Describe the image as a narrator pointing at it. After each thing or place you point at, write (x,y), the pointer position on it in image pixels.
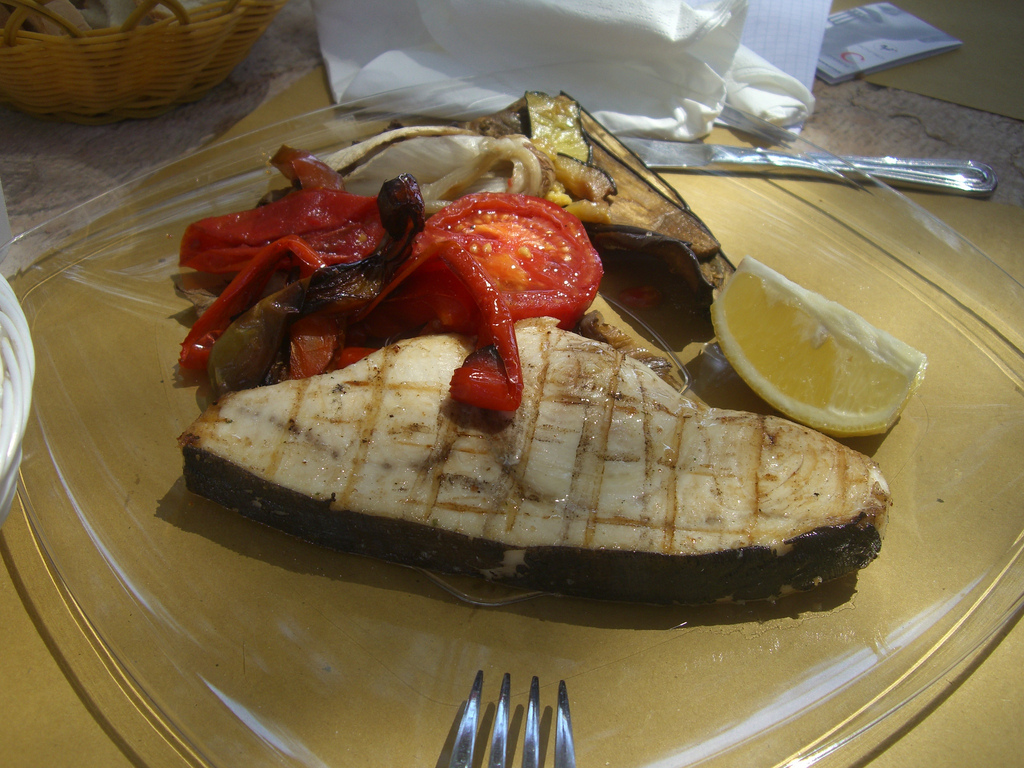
In this image there is a glass plate (623,638) on which there is some food stuff (446,265) and a lemon piece (741,355) beside it. At the top (148,54) there is a basket (136,51). Beside the basket (91,45) there is a tissue paper (629,35). At the bottom (502,727) there is a fork (560,748). On the right side (929,180) top there is a knife (864,159).
